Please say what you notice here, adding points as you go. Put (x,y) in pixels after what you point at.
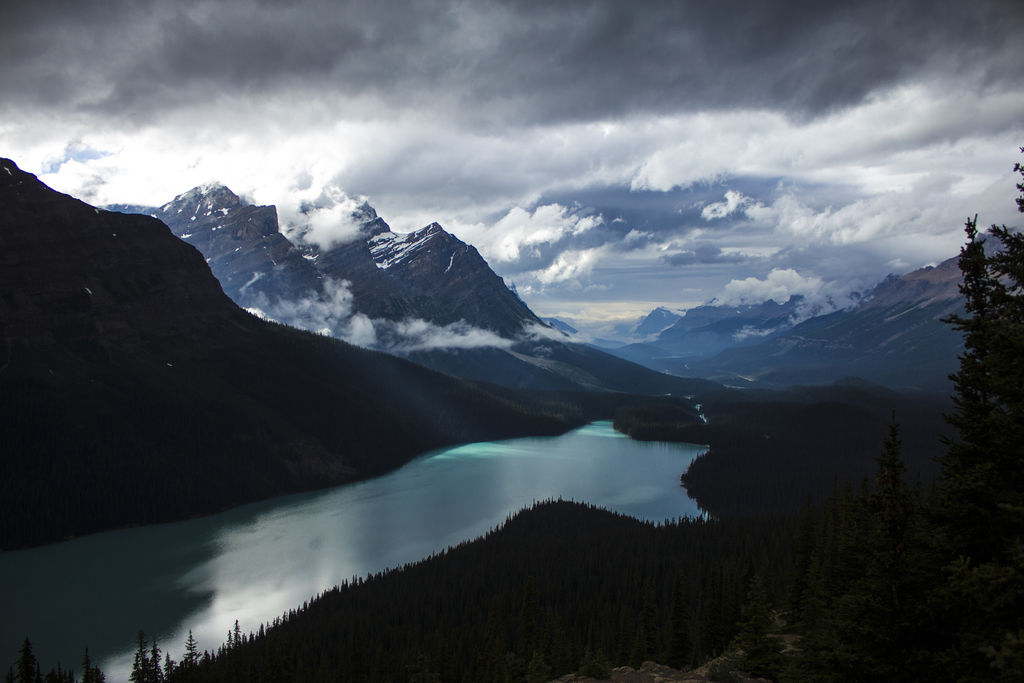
In this picture we can see a few plants (876,528) and trees (803,504) on the right side (759,676). There is the water (481,510). We can see a few mountains (184,350) covered with the snow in the background (880,317). Sky (597,295) is cloudy.
